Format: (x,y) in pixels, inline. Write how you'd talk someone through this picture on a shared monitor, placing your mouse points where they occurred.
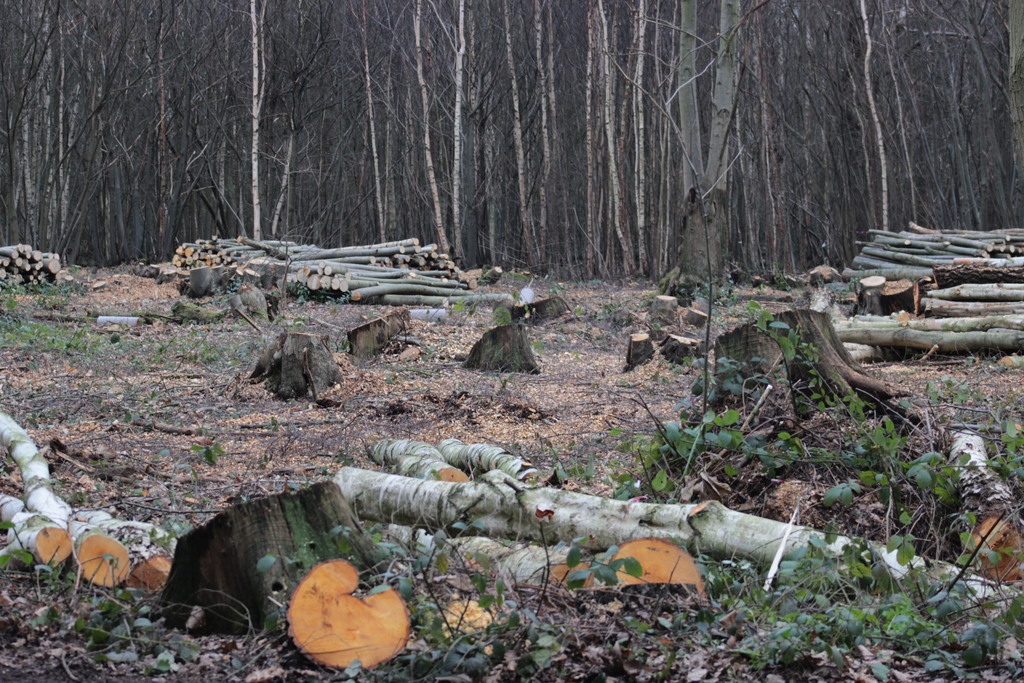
In the center of the image (426,295) we can see a wood logs (377,293) are present. In the background of the image (551,186) a trees (542,165) are there. At the bottom of the image (805,597) some plants (806,584) and ground (193,387) are present.
